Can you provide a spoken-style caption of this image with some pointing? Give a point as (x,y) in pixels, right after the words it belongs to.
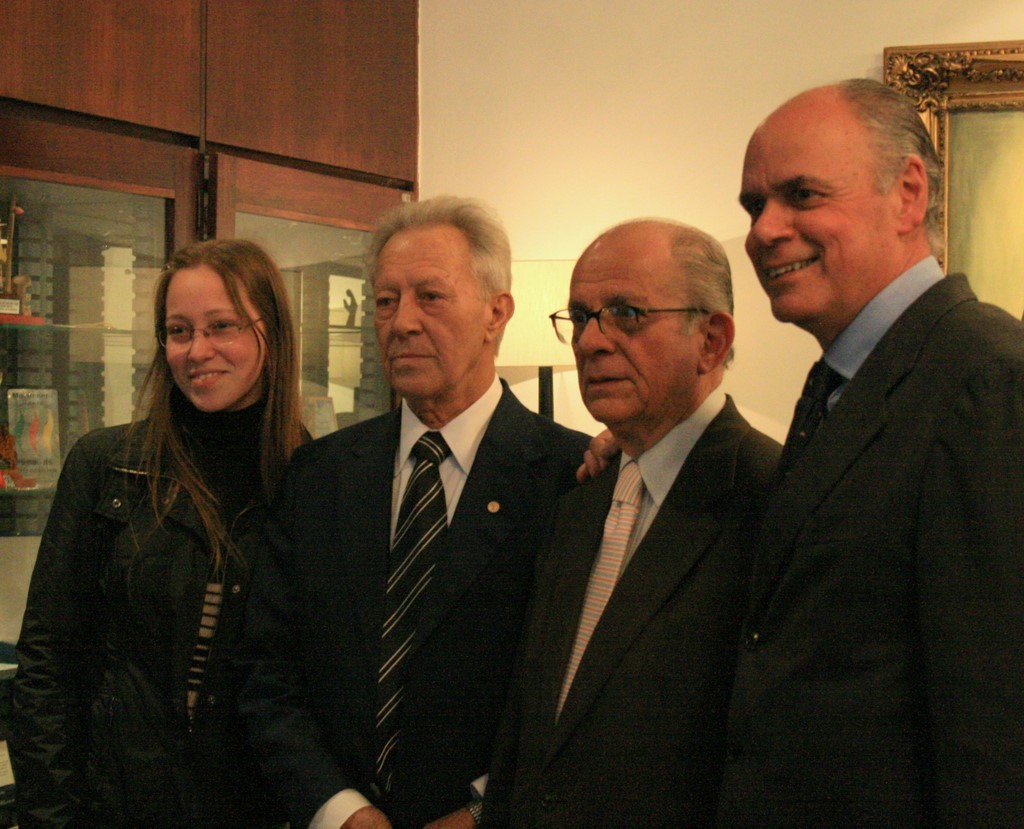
In this image there are four people (354,608) standing. Behind them there is a table lamp stand (514,345). In the background (599,83) there is a wall (636,43). To the right (898,62) there is a picture frame (963,144) hanging on the wall (620,52). To the left (149,213) there are glass doors (143,233) to the cupboard (180,128).
